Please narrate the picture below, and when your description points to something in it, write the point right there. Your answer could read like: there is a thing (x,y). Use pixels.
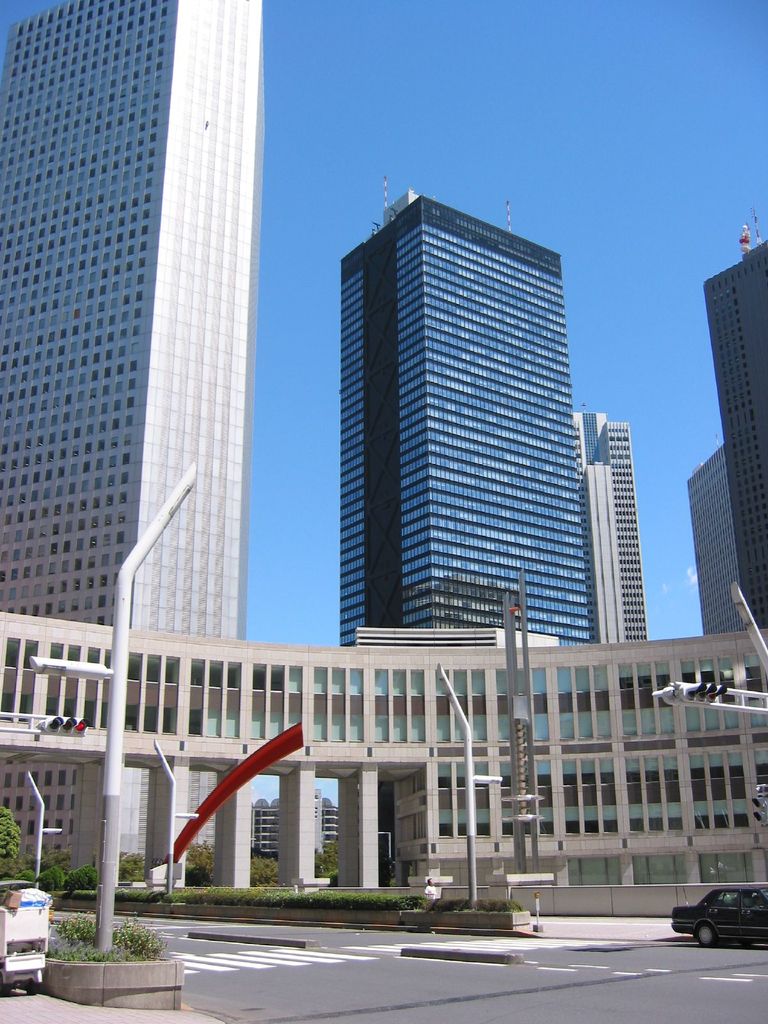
In the picture we can see the road (470,982), near it we can see some poles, buildings (503,549) and the sky (523,85).
